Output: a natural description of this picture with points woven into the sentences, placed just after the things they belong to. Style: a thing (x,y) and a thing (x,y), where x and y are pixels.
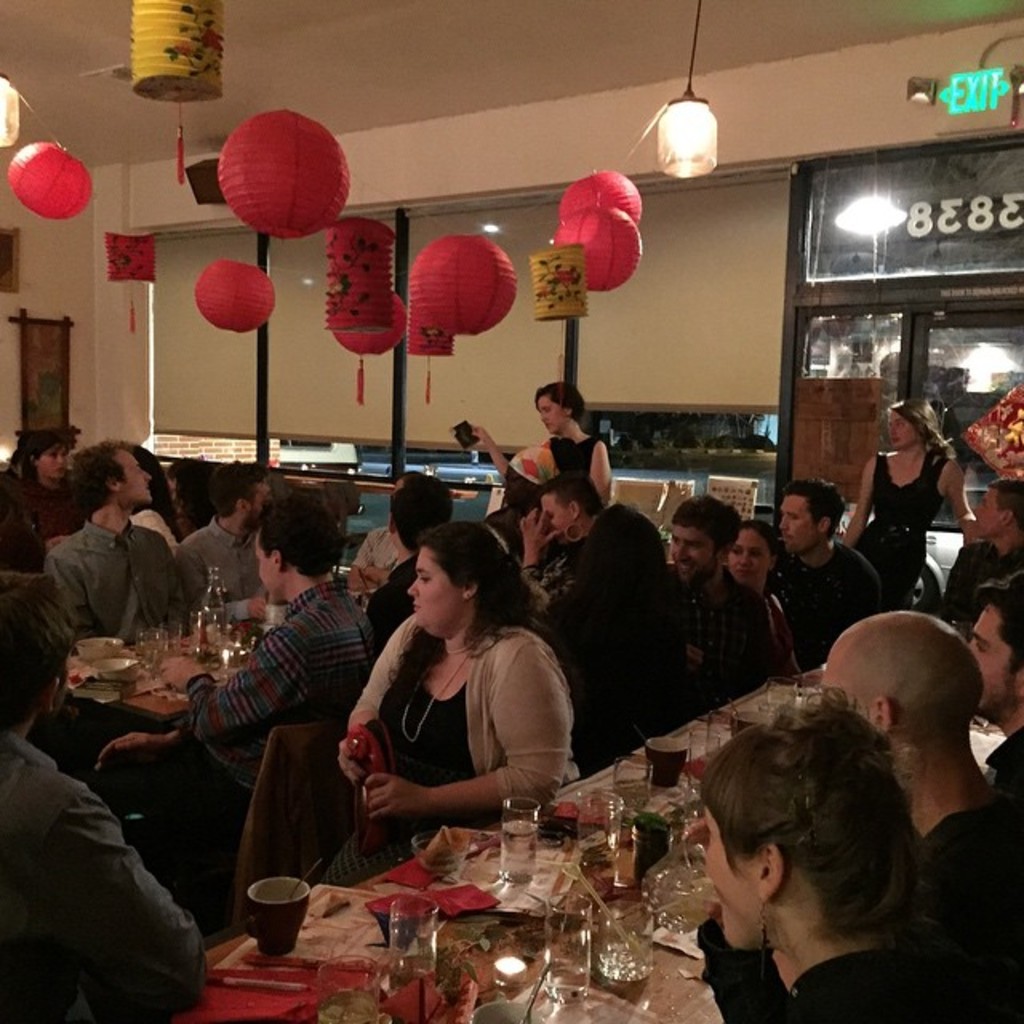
Here we can see a group of persons (384,714) are sitting on the chair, and in front (594,871) here is the table (515,818) and glass (634,784) and some objects (577,864) on it, and here is the lamp (707,114) and here is the roof (353,53).
